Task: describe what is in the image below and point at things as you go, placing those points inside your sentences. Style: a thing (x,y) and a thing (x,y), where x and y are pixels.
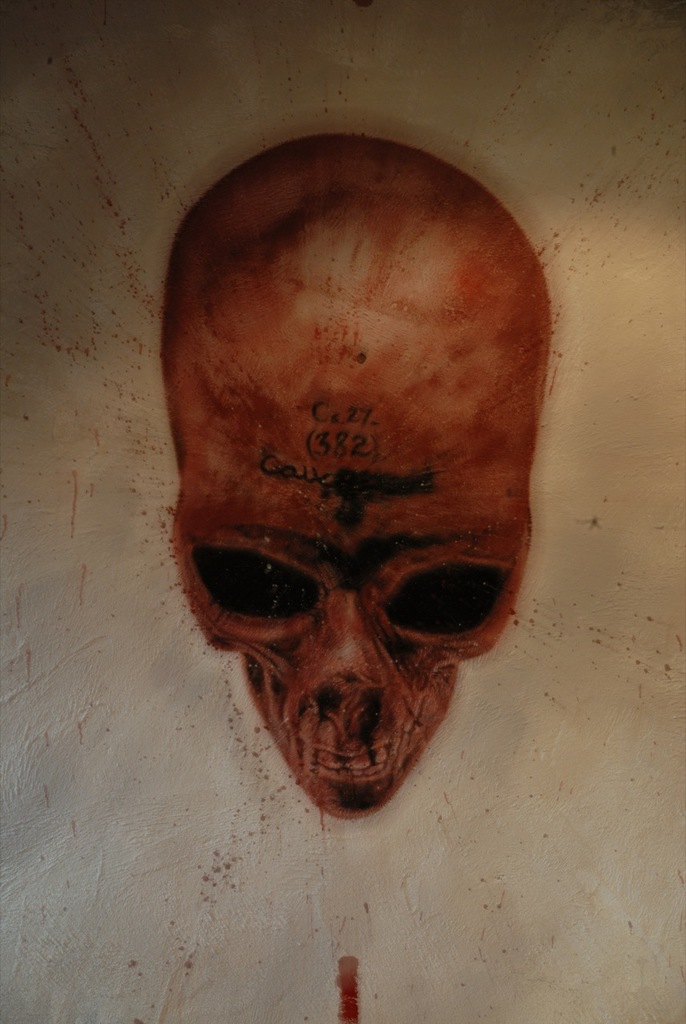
In this image I can see in the middle (422,450) it looks like a painting (382,564) of a skull (382,674).
